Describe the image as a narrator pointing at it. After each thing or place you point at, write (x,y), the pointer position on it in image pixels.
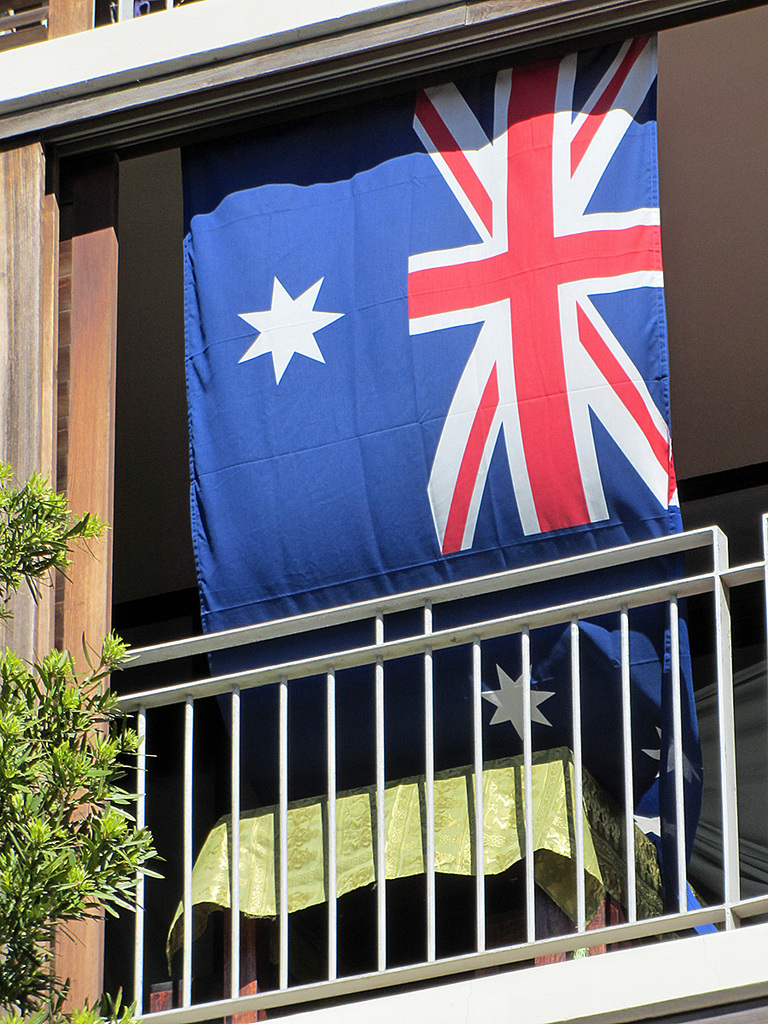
In this picture I can see a flag (487,488), fence (483,846), tree (30,837) and other objects (160,593).
